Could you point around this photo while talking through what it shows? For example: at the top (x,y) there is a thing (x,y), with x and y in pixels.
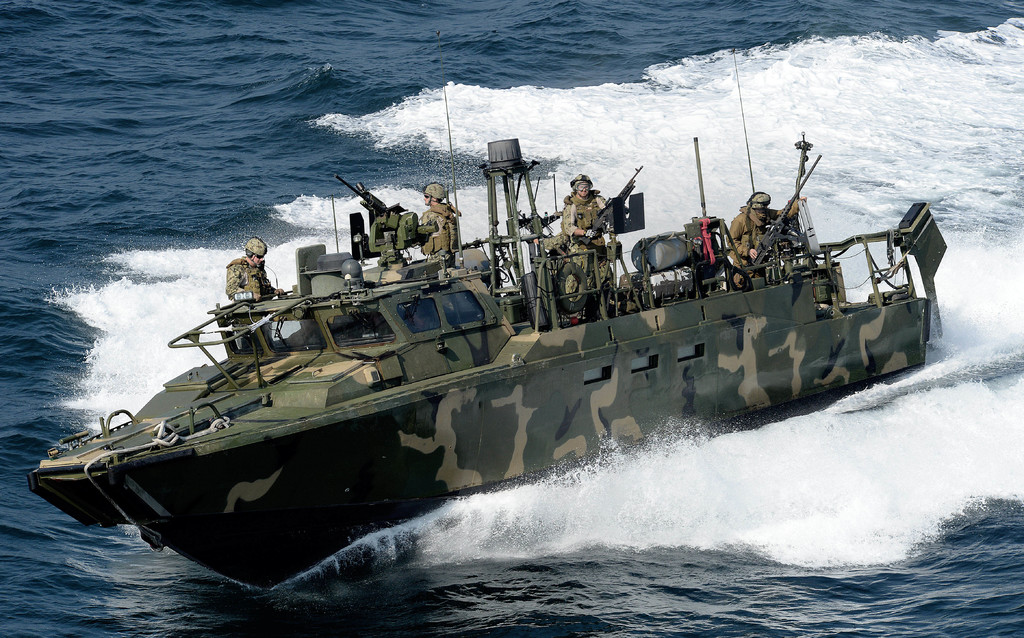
In this image I can see water (680,538), military boat (513,356) and military people (590,236). People (590,236) are holding weapons (631,217). In boat (249,425) there are things (765,276).
